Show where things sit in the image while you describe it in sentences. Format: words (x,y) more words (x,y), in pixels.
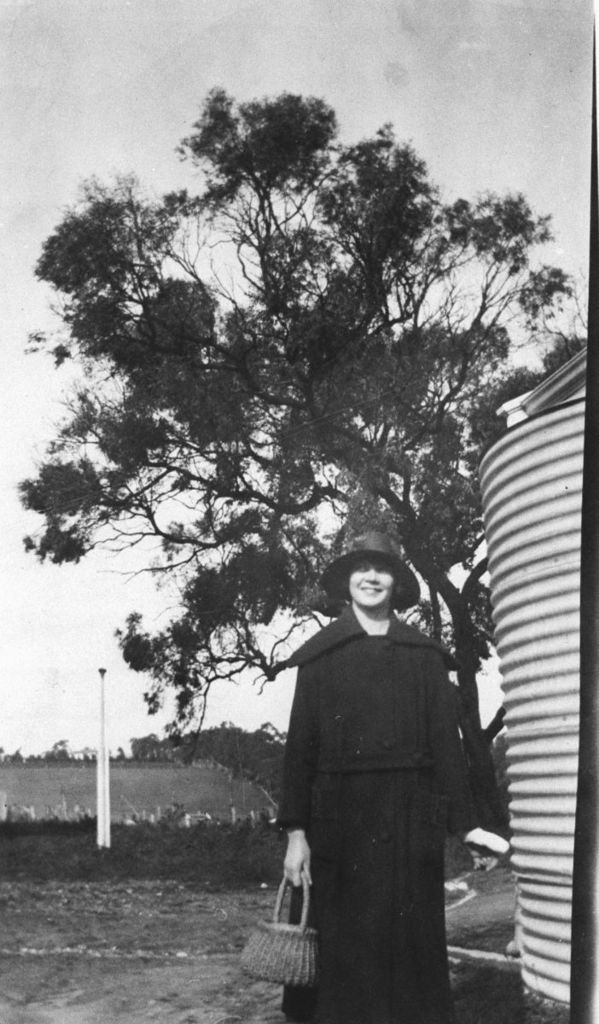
In this image, we can see a lady (291,815) holding a basket (285,957) and in the background (267,315), there are trees (334,397) and there is a tank (533,650).
